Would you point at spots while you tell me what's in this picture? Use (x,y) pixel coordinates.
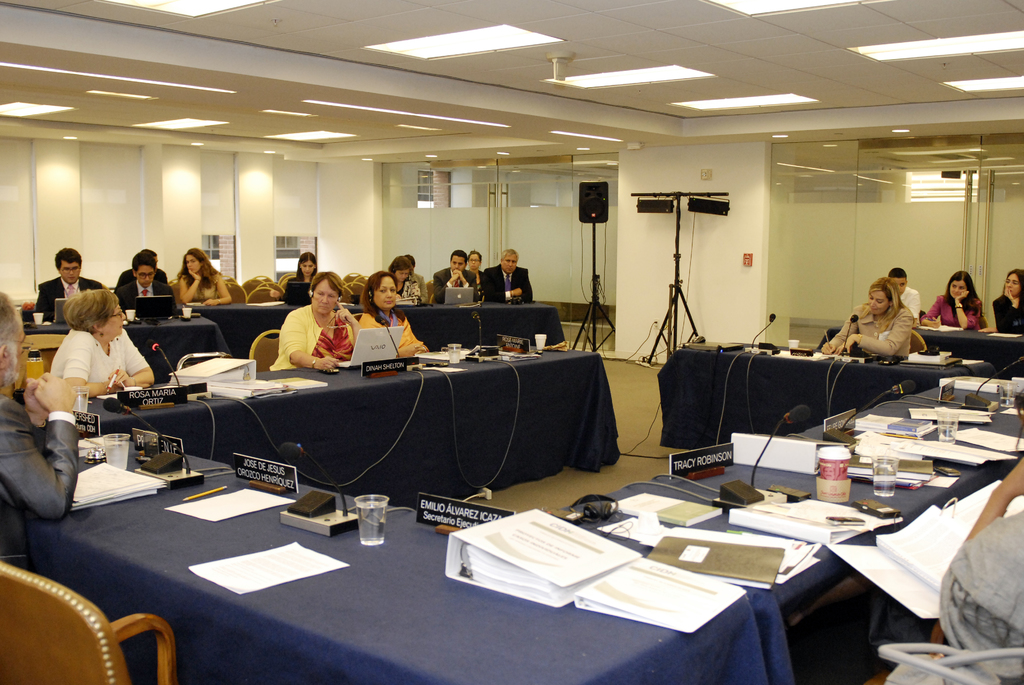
In this picture on the right (877,349) and left side (18,405) people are sitting there. We can see tables (418,495). On the table (830,574) we can see so many files (716,581) and glasses (367,540). On the right side (906,240), we can see a glass door (904,177) and left side (49,245), we can see the white color wall (165,249). On the table (429,370) we can see laptops (385,346) and microphones (754,491).
